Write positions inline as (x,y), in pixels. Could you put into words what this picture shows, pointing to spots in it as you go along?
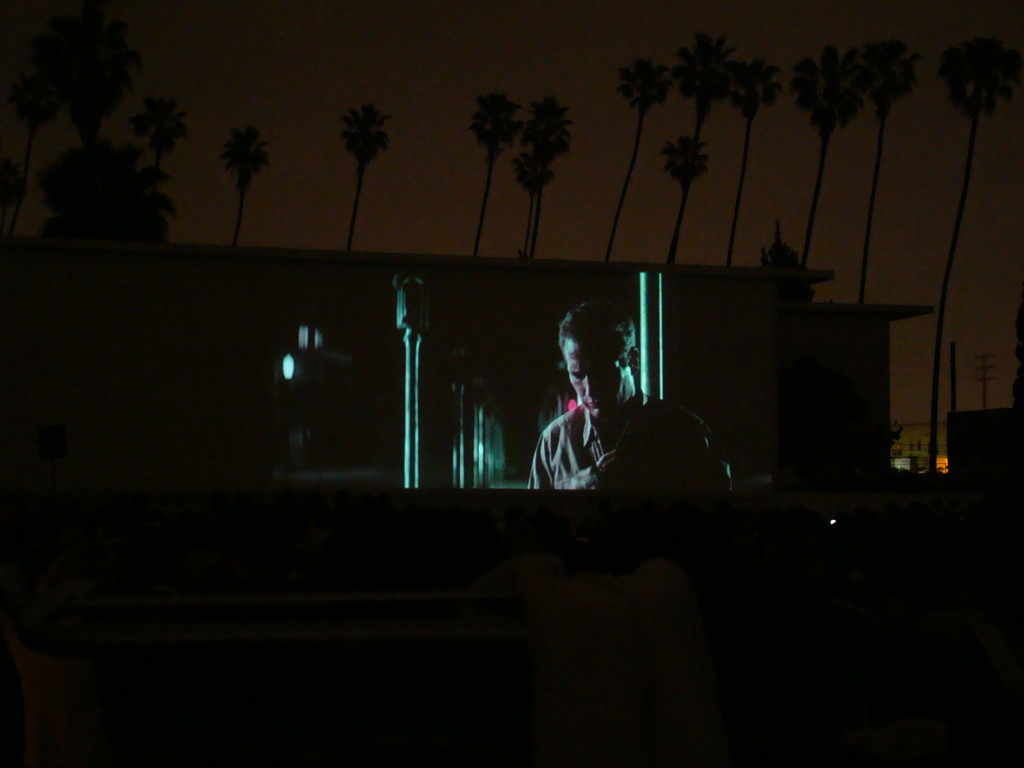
In this picture we can see a person (615,463). There is a white object (608,706) at the bottom (618,639). We can see a few lights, buildings (698,316) and trees (75,213) in the background (635,319).
